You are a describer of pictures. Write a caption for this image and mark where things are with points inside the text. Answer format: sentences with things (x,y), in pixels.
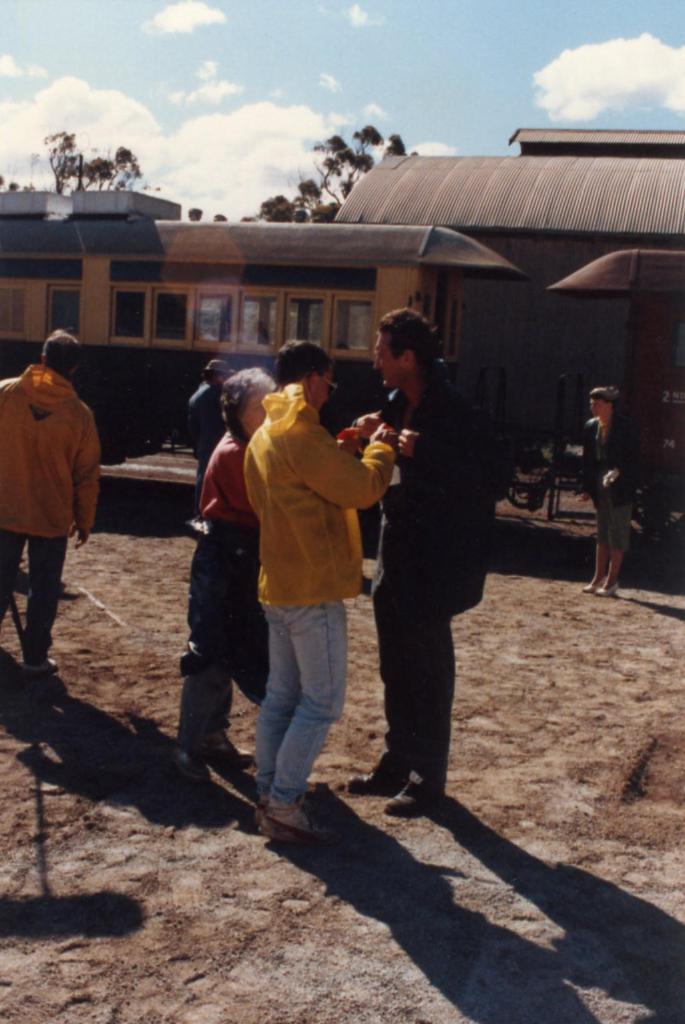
Here there are few persons (45,610) standing on the ground (345,728). In the background (361,378) we can see a train (55,268), buildings (482,294), roof (410,229), trees (323,214) and clouds (42,110) in the sky (288,17).
